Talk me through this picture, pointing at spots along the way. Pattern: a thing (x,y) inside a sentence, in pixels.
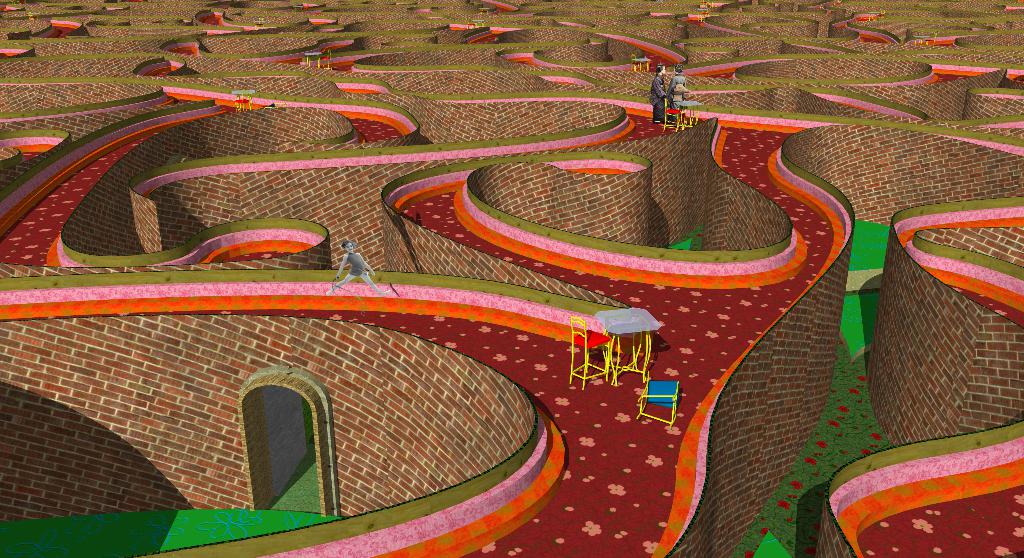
In this image we can see some animated pictures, tables (638,333), chairs (657,383) and walls (419,251).
